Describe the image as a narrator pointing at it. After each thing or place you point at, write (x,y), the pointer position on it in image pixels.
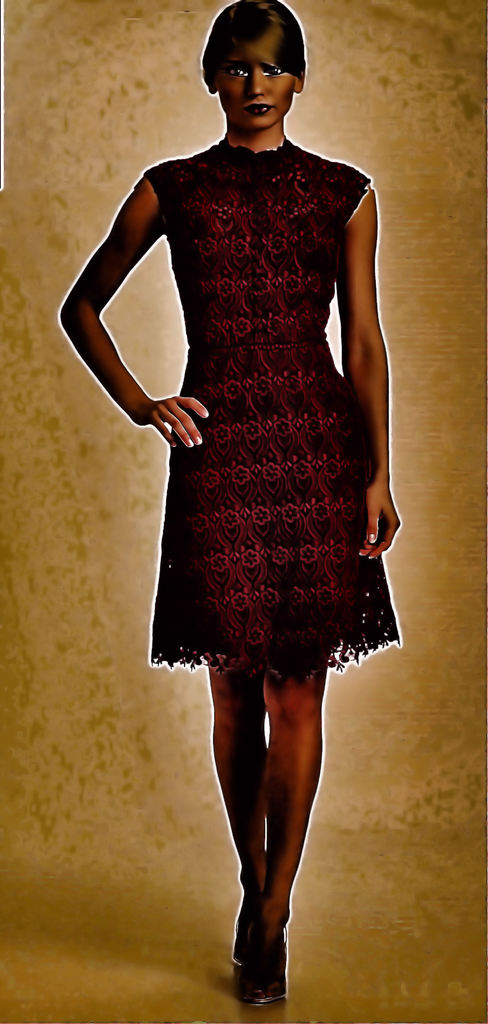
In this image we can see a woman (286,865) standing on the floor (336,964).
